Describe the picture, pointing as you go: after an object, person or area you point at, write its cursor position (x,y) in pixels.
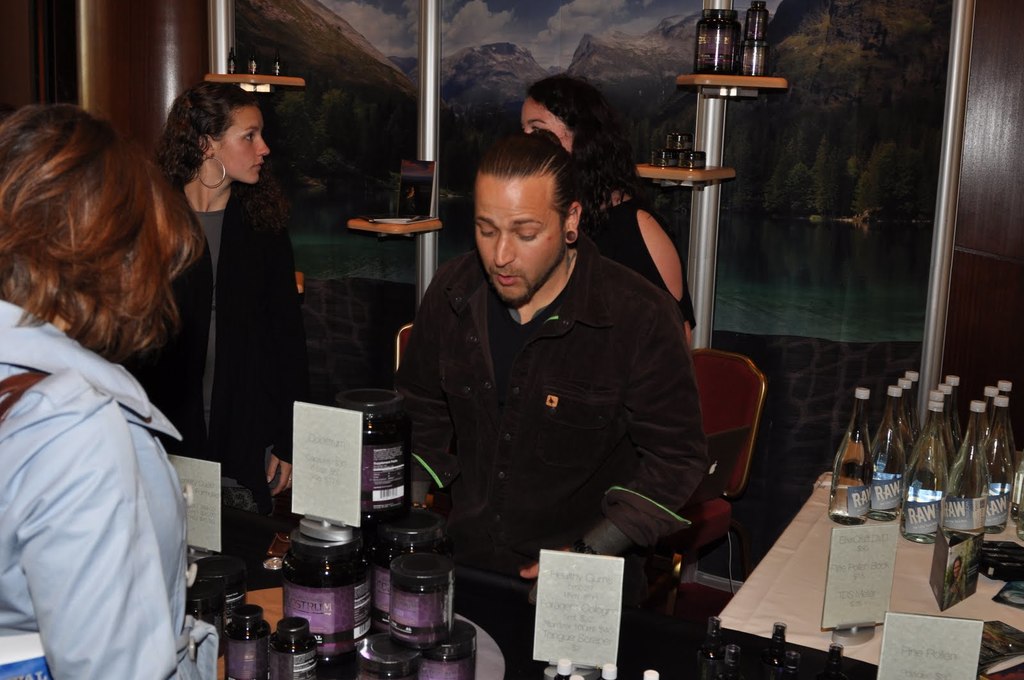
In this picture we can see some people (485,318) are standing, three (260,318) are women (604,165) and one (529,312) is man (494,214) near the desk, on the desk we can see some bottles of drinks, in the background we can see a poles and a wooden stand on it and also we can see some bottles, in the behind it we can see a poster (660,49).
